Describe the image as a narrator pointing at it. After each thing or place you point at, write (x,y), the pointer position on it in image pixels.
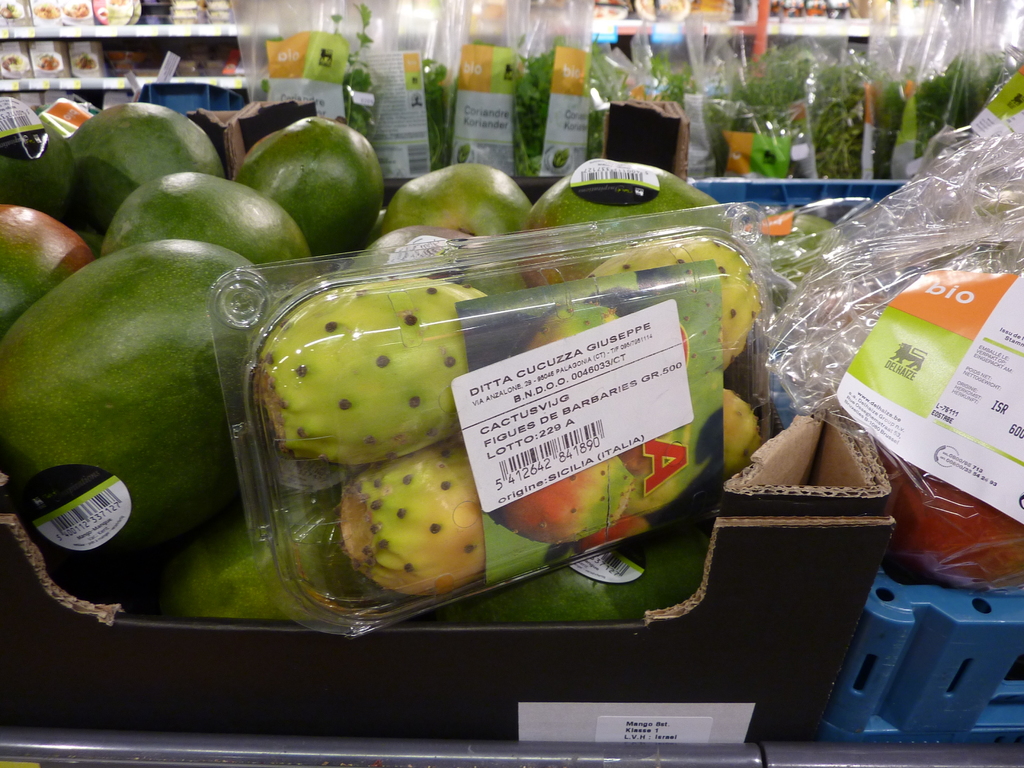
in this picture we can see a tray (506,655) here, there are some fruits (362,359) present in the tray (488,663), there is a plastic box (360,341) here, in the background (831,174) there are some packets (861,86) of vegetables (548,106) here, there is a price tag (547,730) here.
